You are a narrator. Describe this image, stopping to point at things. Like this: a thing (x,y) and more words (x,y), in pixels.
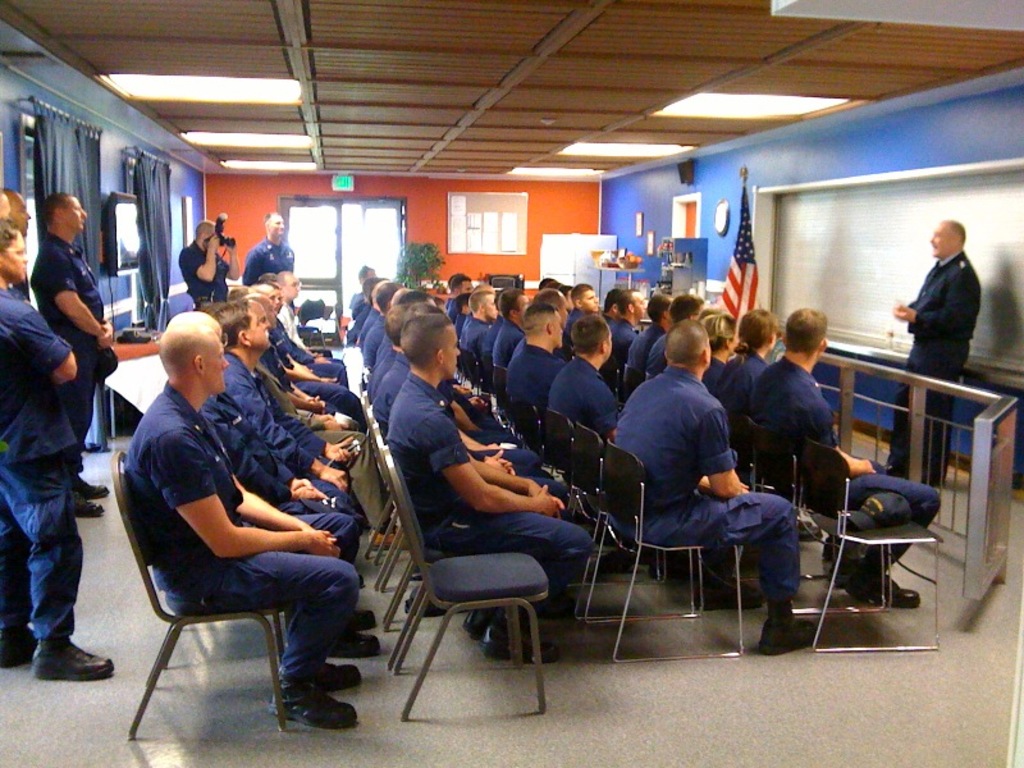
Here we can see some persons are sitting on the chairs (575,485). This is floor (888,709). Here we can see a flag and this is board (844,257). There is a door (324,221) and this is wall (575,204). Here we can see curtains (149,223) and this is screen (111,241). There are lights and this is roof (526,101). Here we can see some persons (63,427) are standing on the floor (892,680).
